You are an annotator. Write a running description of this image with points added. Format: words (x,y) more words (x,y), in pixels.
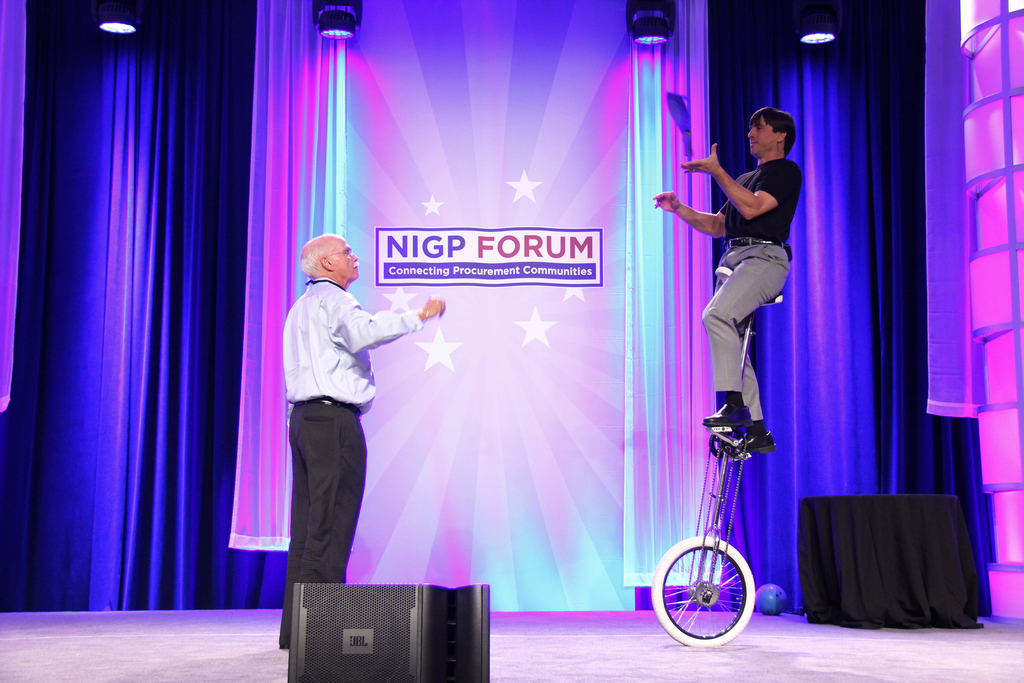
In this image we can see this person (338,481) is standing on stage (259,659) and this person (694,165) is on a vehicle (722,546). Here we can see the speaker (369,648). In the background (699,292), we can see the blue color curtains (769,352), show lights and a banner (507,253).
